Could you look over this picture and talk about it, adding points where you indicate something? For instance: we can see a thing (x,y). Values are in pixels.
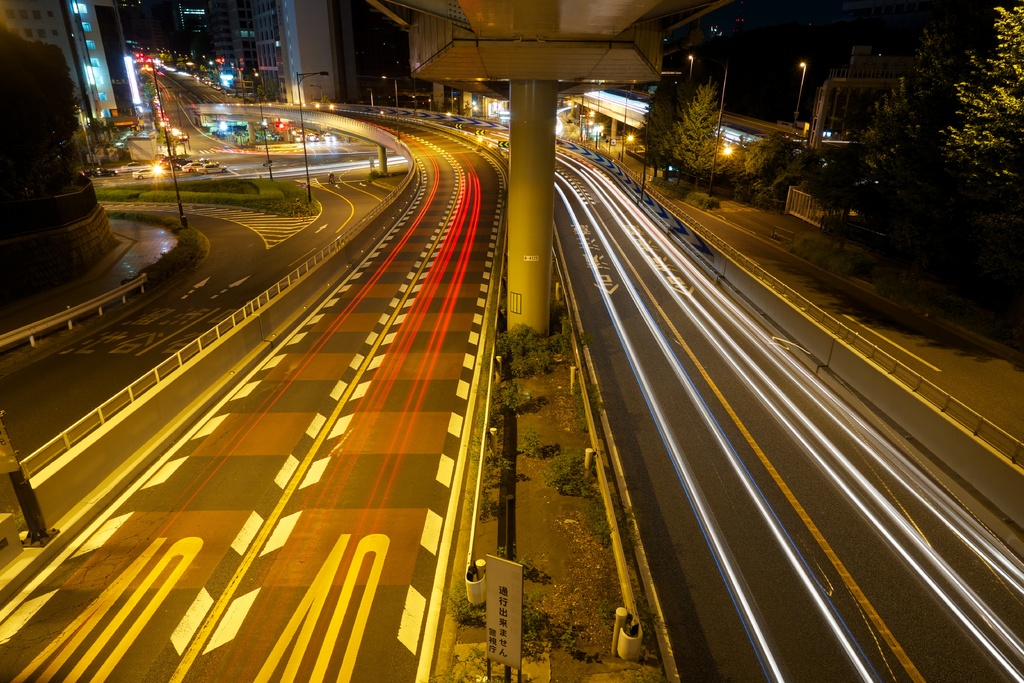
In this image there are roads (769,348). In the center (545,316) there is a pillar (547,102) and we can see poles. On the right (981,115) there are trees (668,131). We can see vehicles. In the background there are buildings (337,78). There are boards (503,602).
